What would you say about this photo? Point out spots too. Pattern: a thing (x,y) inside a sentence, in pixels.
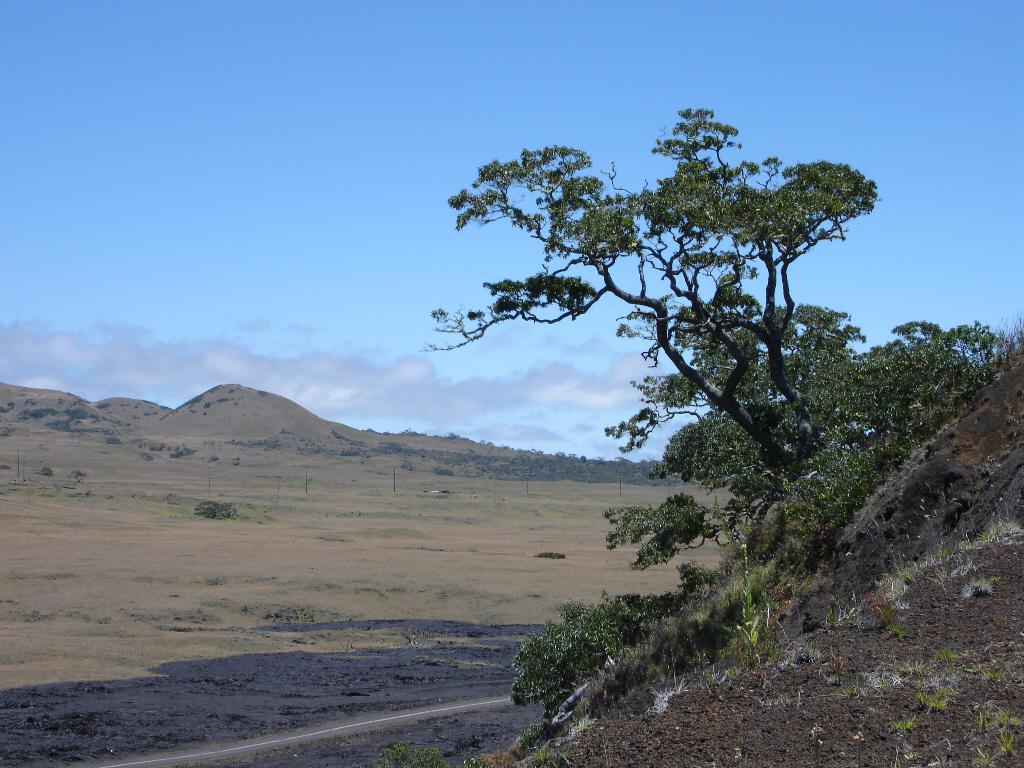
In this picture, we can see mountains (233,389), trees (814,507), plants (826,523), grass (258,564) and the sky (479,354) with clouds (231,375).
